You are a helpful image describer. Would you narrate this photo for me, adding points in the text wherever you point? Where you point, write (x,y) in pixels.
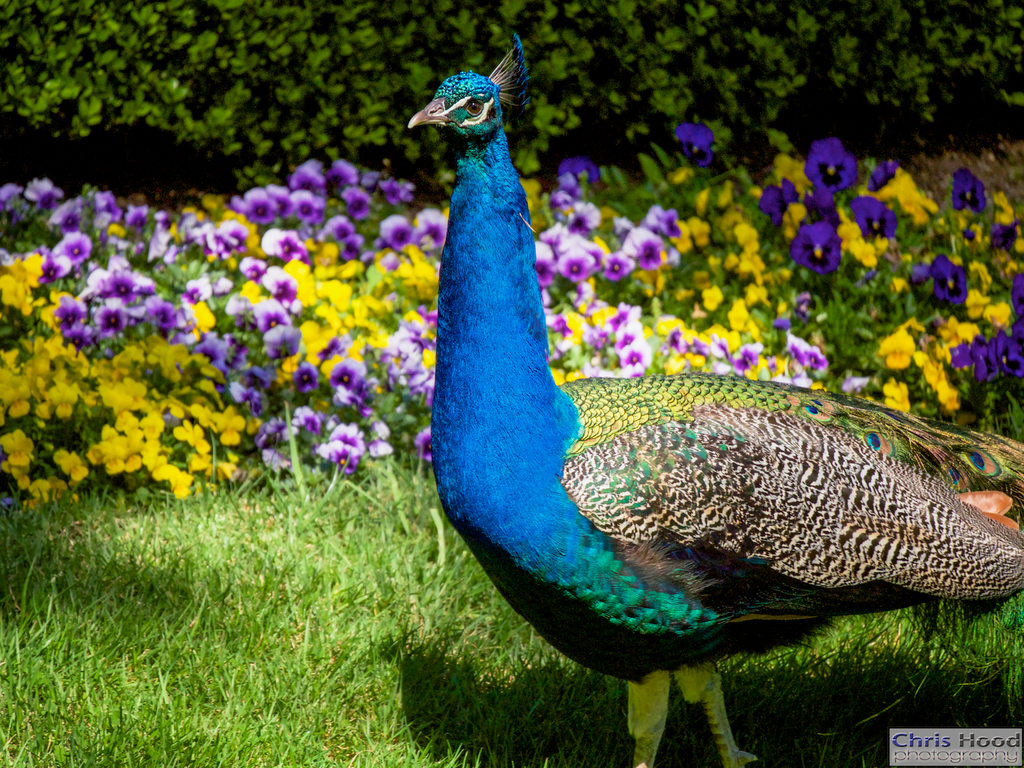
In this picture in the middle (501,363), we can see a peacock (880,468). In the background (360,278), we can see some plants (205,294) with flowers (208,308) and the flowers (208,321) are in blue and yellow color, we can also see some trees (939,73), at the bottom (330,588) there is a grass (481,681) which is in green color.
